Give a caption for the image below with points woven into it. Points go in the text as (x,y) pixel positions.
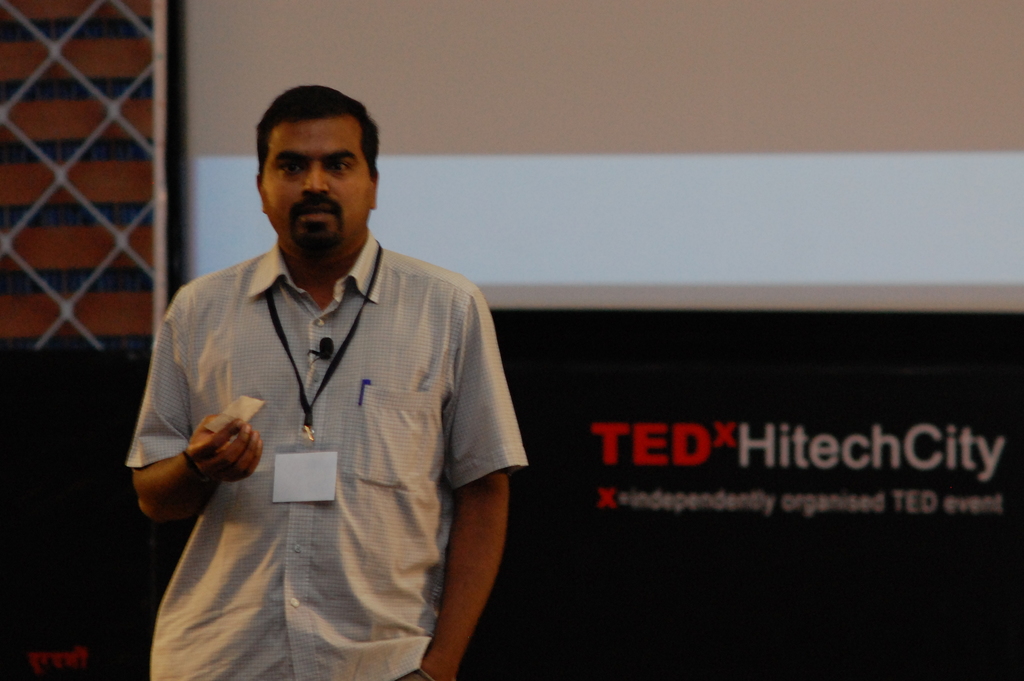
In this image, we can see a person (347,390) is speaking and standing. He is holding some paper (257,403). Background (569,184) there is a screen (577,235) and banner (655,379).
